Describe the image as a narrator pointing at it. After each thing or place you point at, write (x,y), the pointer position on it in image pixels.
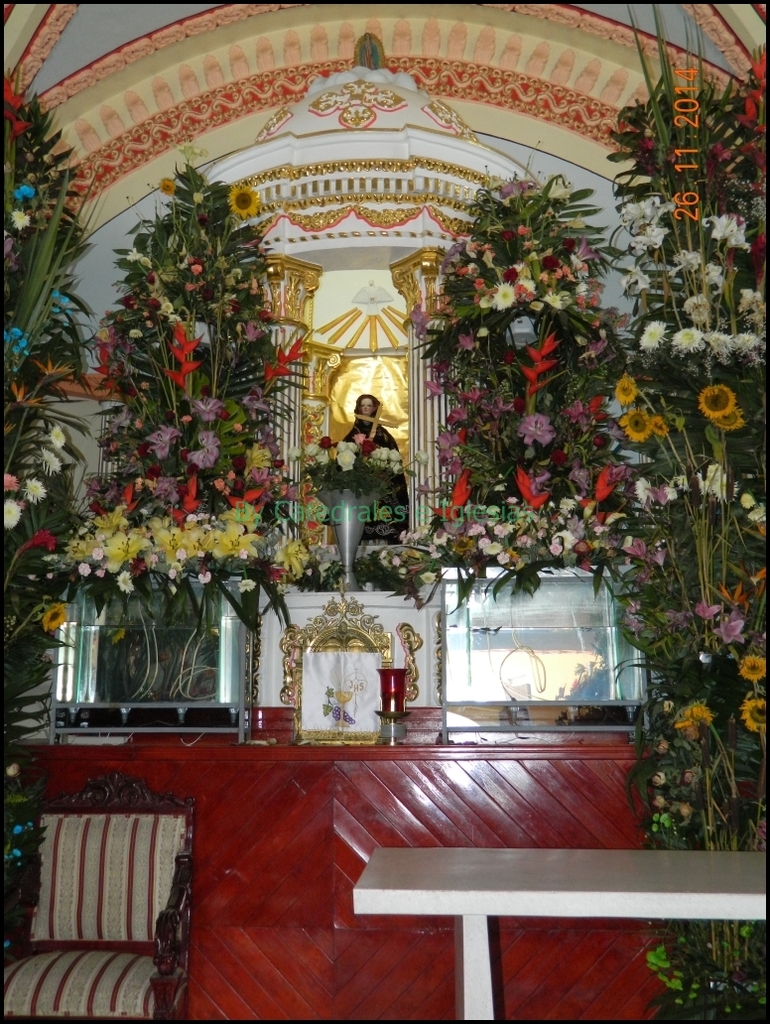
This looks like a sculpture (372,435) with a holy cross symbol (377,420). These are the plants (533,399) with the colorful flowers (579,419). Here is a chair (132,832). This looks like a table (488,881), which is white in color. I think this is a candle stand (384,695). I can see the watermark (675,111) on the image. This looks like a wall (416,39).
